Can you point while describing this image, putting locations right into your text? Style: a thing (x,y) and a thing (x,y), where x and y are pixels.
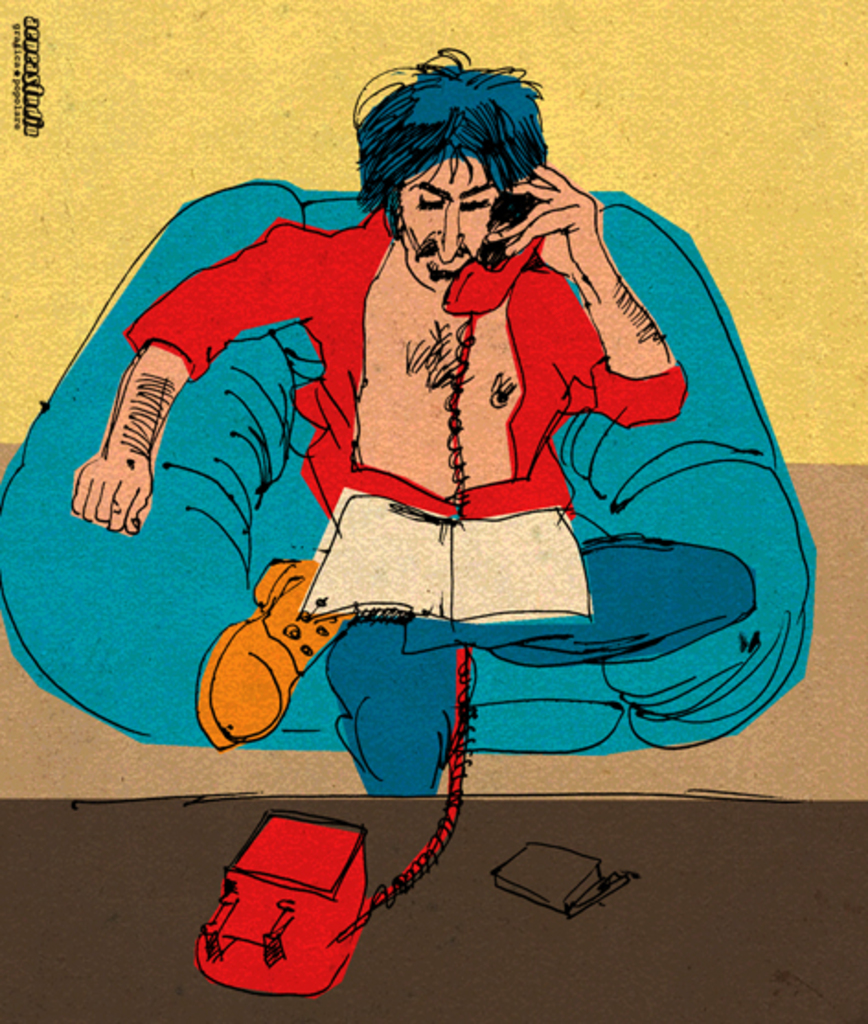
In this image we can see painting (408,512) of a person (364,382) sitting on a sofa (573,667). On his lap (464,573) there is a book (434,579) and he is holding a telephone receiver (451,294). In front of him there is a telephone (353,830). And there is text (32,69) in the left top corner (32,69).
